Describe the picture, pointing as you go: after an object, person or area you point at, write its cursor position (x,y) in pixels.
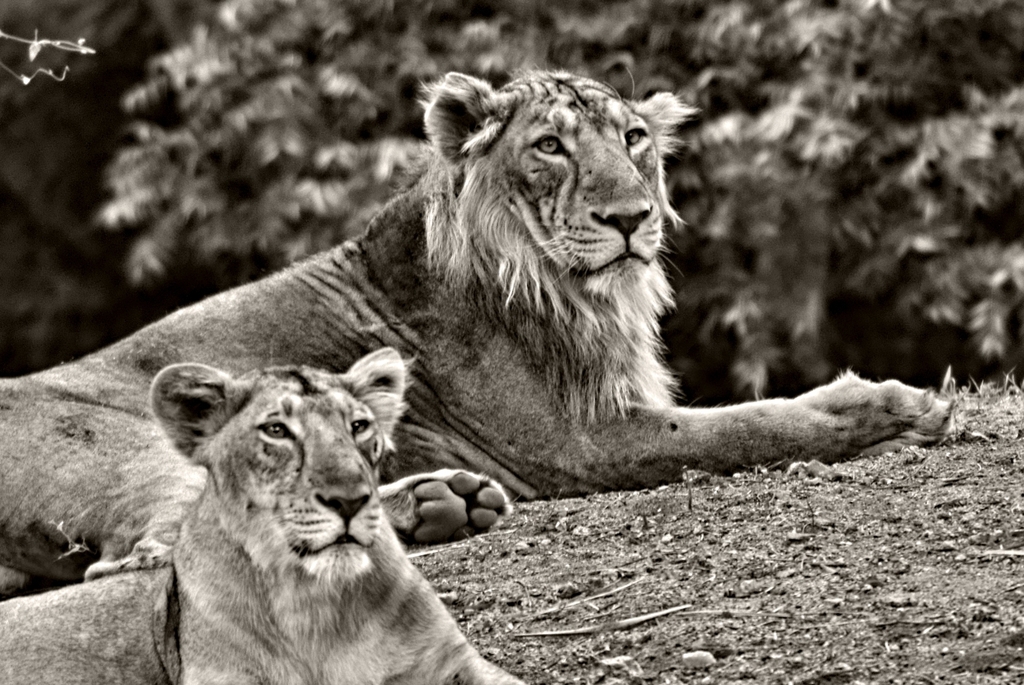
In this image there are two lions (389,453) on surface of the ground (775,523). At the back side (711,196) there are trees (161,139).
